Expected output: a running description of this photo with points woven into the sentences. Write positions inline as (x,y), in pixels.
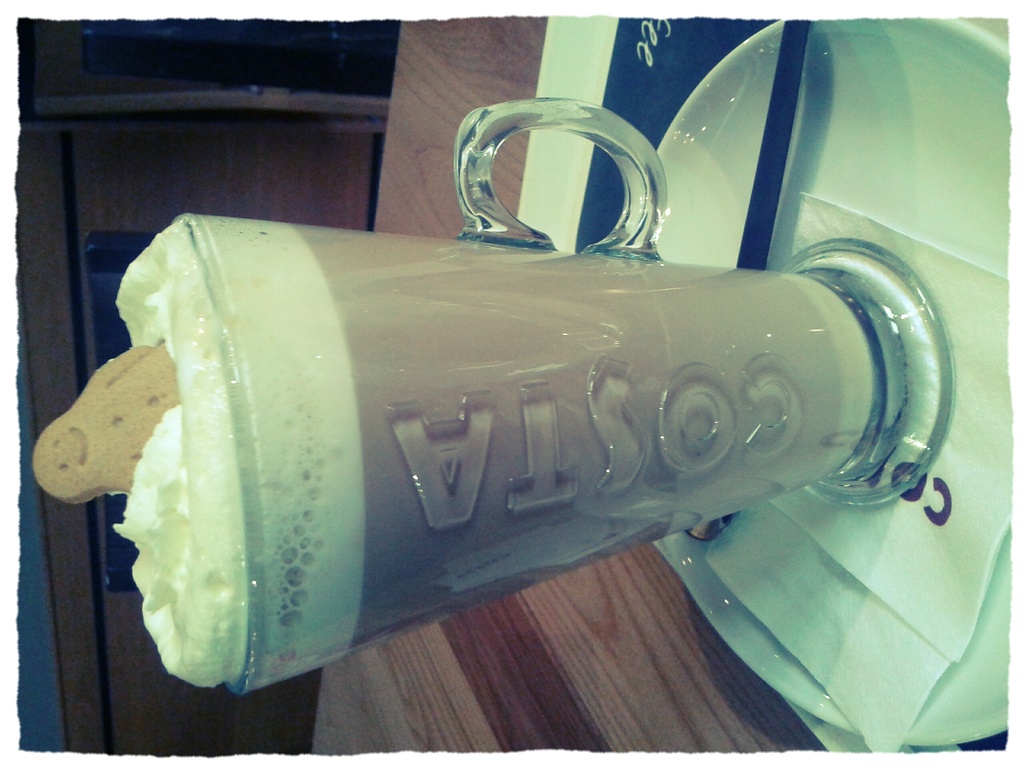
In the center of the image (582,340) a table (513,619) is present. On table (660,567) we can see a plate (792,180), paper (935,279) and a glass of milkshake (650,343) are there.
